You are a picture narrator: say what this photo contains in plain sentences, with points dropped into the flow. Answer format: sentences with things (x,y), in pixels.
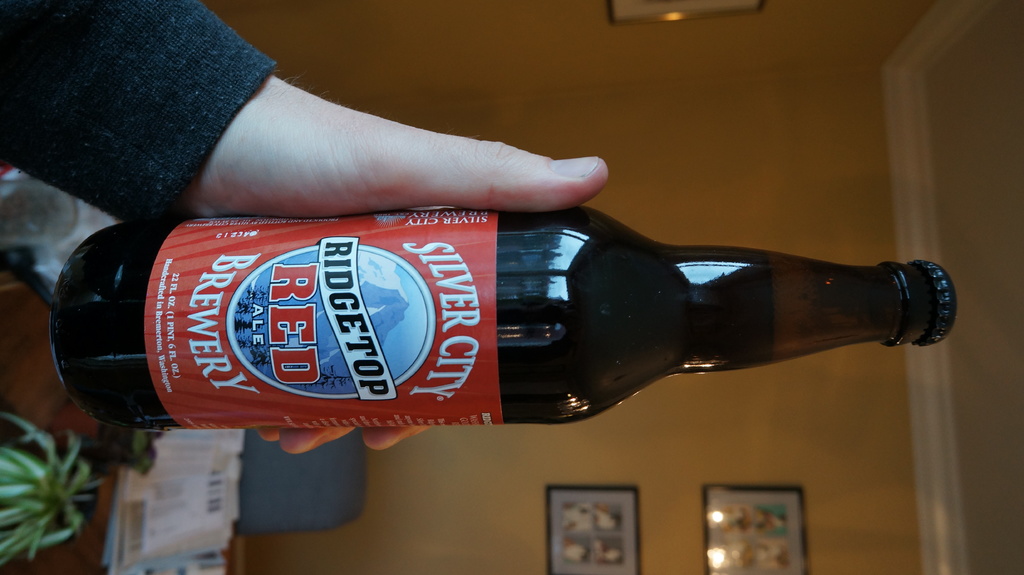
In this image we can see a person's hand (359,154) holding a bottle (474,297), in the background (146,502) there is a plant (28,496), papers (178,499), an object (298,492) near the wall (488,459) and few photo frames (744,515) on the wall (772,383).
